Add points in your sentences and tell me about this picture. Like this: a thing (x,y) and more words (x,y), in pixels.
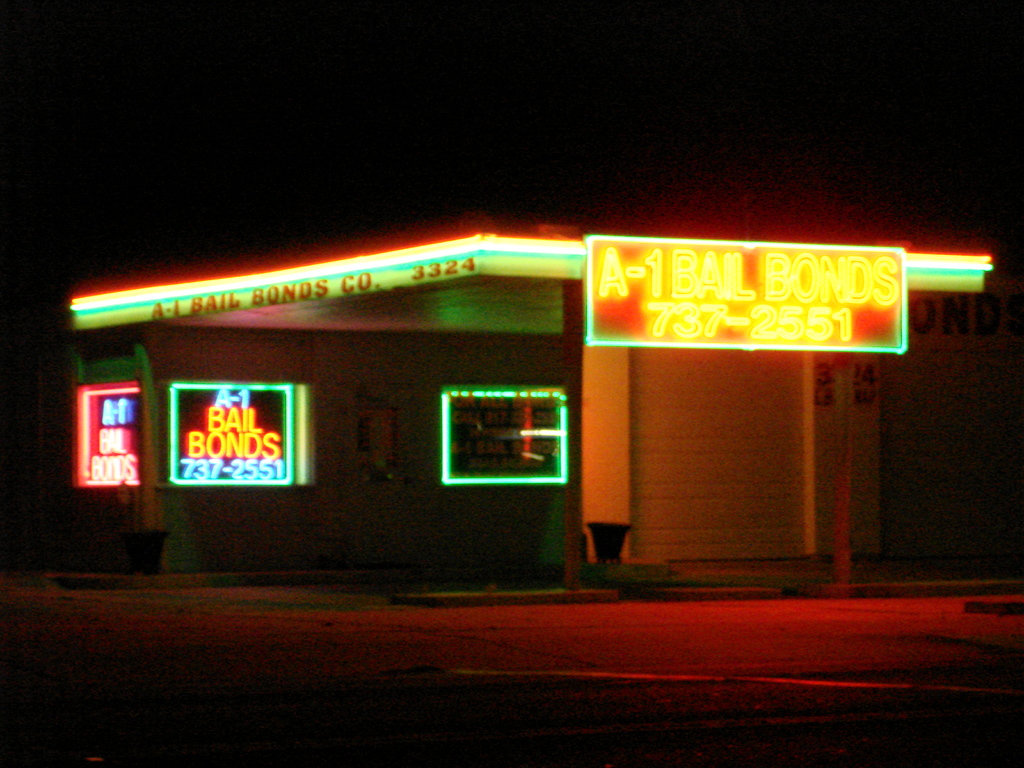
In this image I can see a house (392,275) and on the top of house (608,381) I can see lighting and this picture is taken during night.
